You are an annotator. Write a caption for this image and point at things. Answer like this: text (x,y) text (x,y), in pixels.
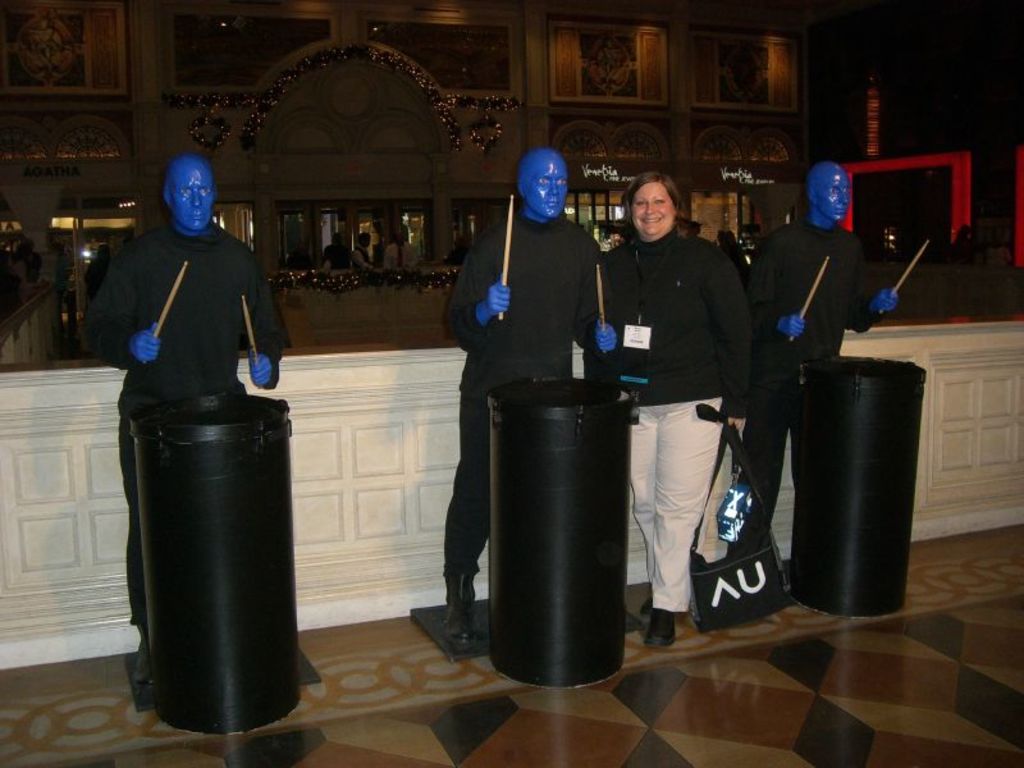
In this image, we can see a few people (666,495). Among them, we can see a person (676,477) holding a bag (691,610) and standing. We can also see some statues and a wall (980,381). In the background (228,140), we can see a building (122,64). We can also see the ground (807,656).
